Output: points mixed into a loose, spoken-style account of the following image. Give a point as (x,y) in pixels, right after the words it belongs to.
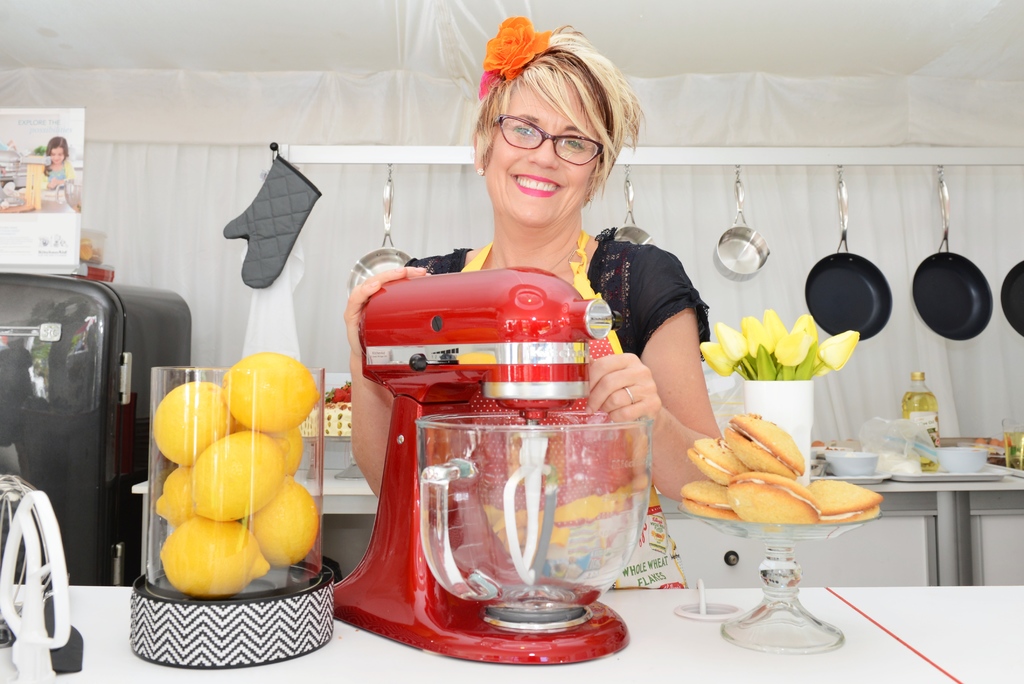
In this image we can see the red color mixer (504,551), cookies (734,507) kept on the stand (776,622) and yellow color fruits (187,534) are placed on the white color table (456,678). Here we can see a woman (497,171) wearing apron (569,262) and glasses (572,159) is standing near the table (588,662) and she is smiling. In the background (874,426), we can see glove (256,230), pans (951,268), bowls (946,459), flower vase (814,364), bottles (935,421) and a few more things (937,476) kept on the table (949,482). Here we can see something which is black in color on which we can see a board (64,248) placed. Here we can see the white color background (343,59).
